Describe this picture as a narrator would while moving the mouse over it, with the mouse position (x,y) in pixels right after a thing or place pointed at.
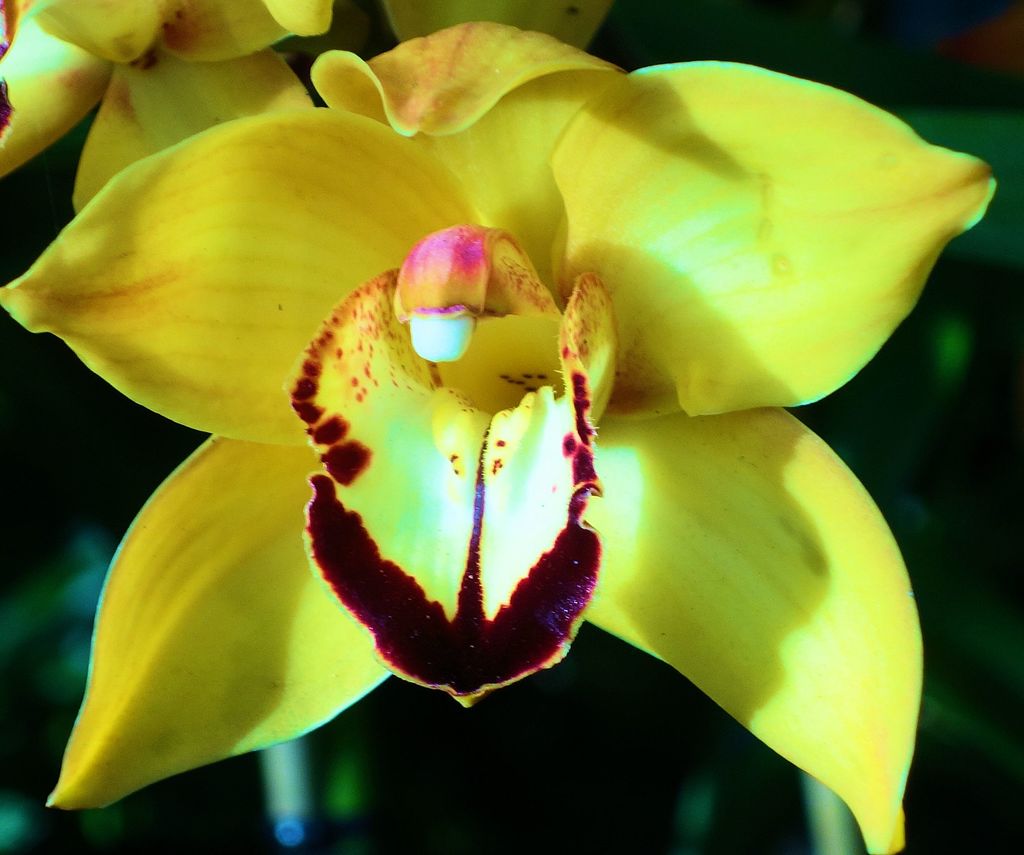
In this image in the foreground (749,165) there is yellow color flower (449,221), and in the background (171,106) there are two flowers (171,106) and there is a blurry background (924,716).
